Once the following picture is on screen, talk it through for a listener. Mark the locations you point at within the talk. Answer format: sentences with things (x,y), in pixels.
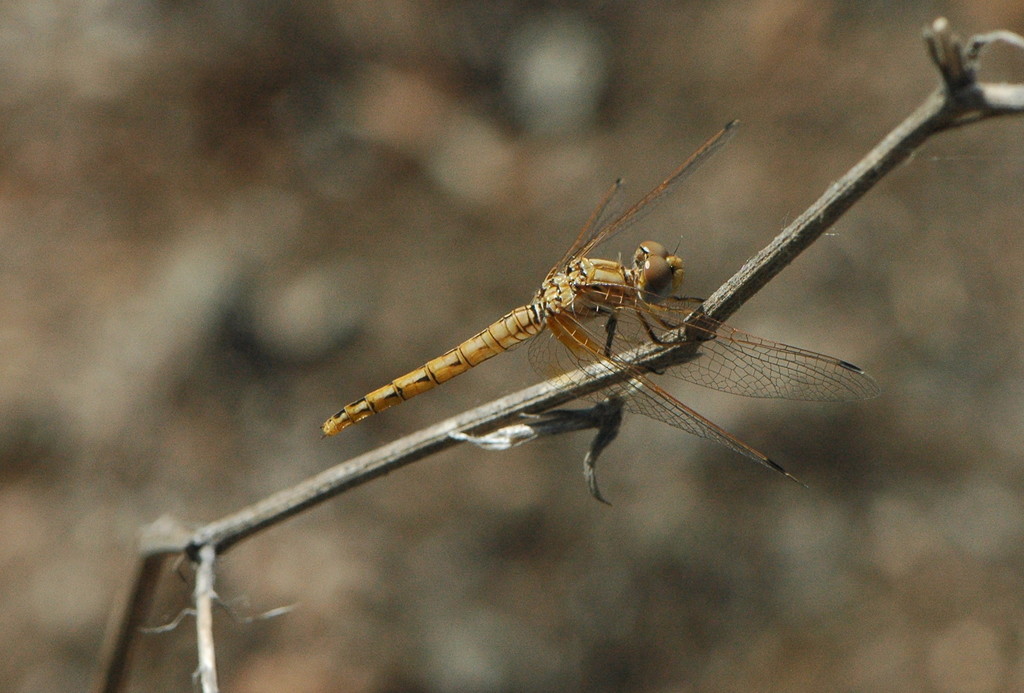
In this image, we can see a fly (486,349) on the stem (374,473) and the background (415,501) is blurry.
